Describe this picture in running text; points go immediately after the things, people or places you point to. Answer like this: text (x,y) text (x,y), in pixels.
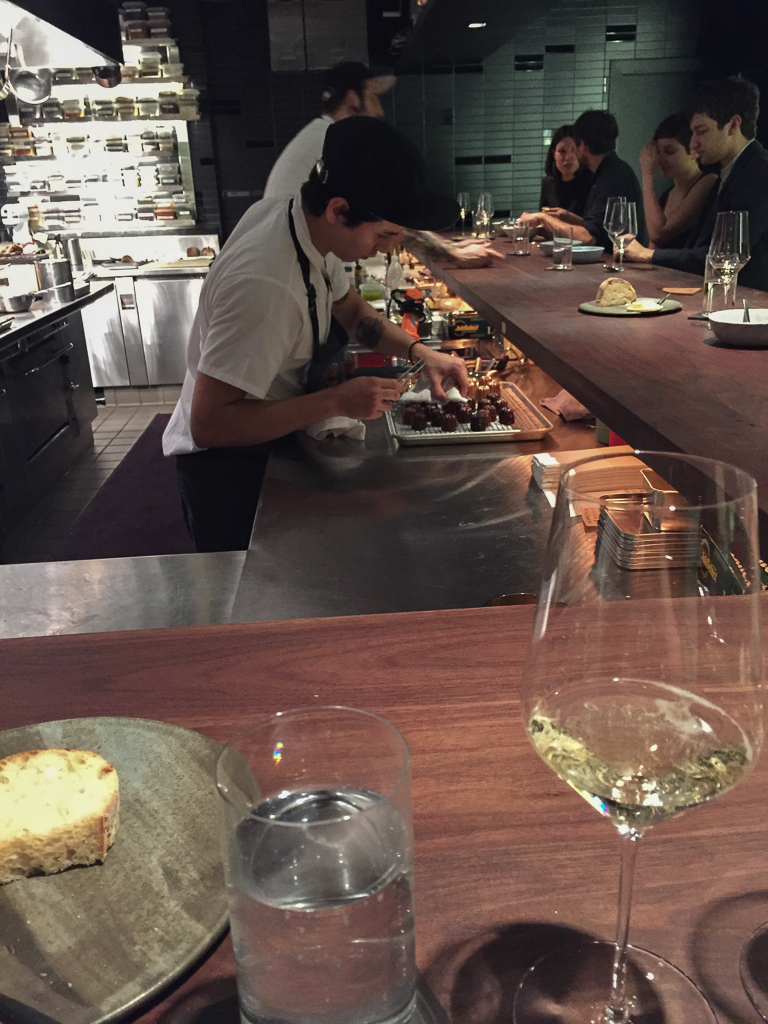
In this picture we can see persons (383,201) standing and in front of them there is table (526,323) and on table (501,287) we can see so many items (738,268) like glasses (714,299), bowl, plate (617,309), tray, food item (488,399) and in background (96,156) we can see racks (61,160), vessel (57,265), wall (284,100).
